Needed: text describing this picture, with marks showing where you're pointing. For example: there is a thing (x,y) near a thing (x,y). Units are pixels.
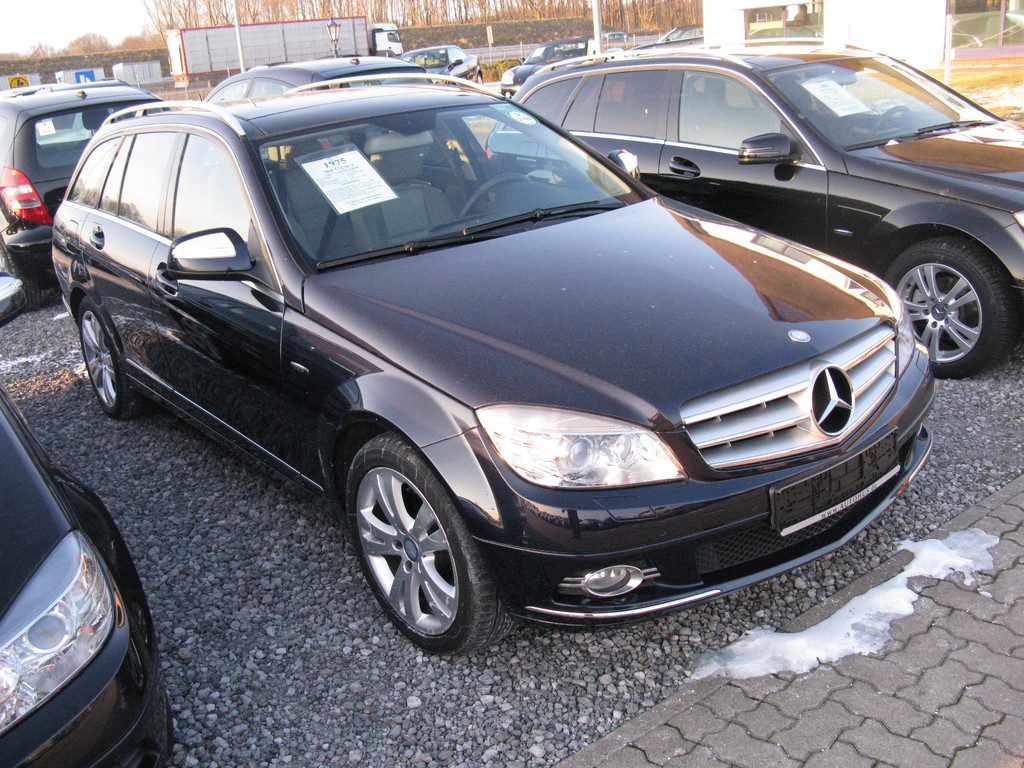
This picture is clicked outside. In the center (507,455) we can see the group of cars (719,189) seems to be parked on the ground (301,638). In the foreground (338,626) there is a pavement (769,752) and the gravels (239,559). In the background (95,22) we can see the sky (106,12), trees (340,13), truck (381,25) and some other objects (730,8).
